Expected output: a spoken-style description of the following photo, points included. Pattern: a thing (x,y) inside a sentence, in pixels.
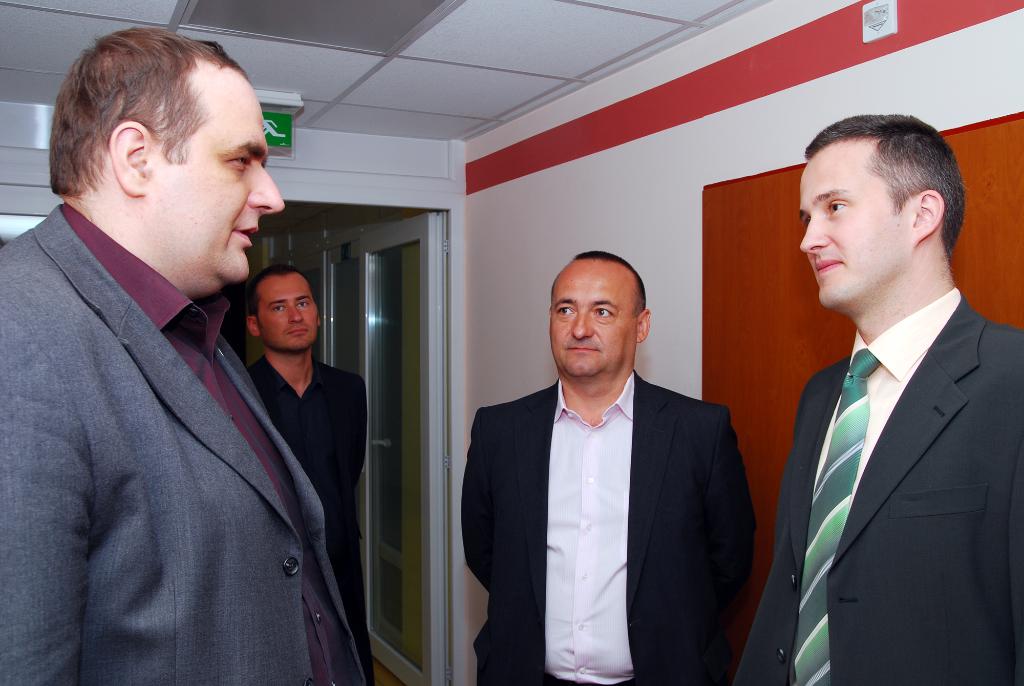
This picture is clicked inside. In the center (661,457) we can see the group of men (288,373) wearing suits (519,474) and standing on the ground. In the background (481,220) we can see the door (385,237), roof (391,67) and the wall (803,68).
